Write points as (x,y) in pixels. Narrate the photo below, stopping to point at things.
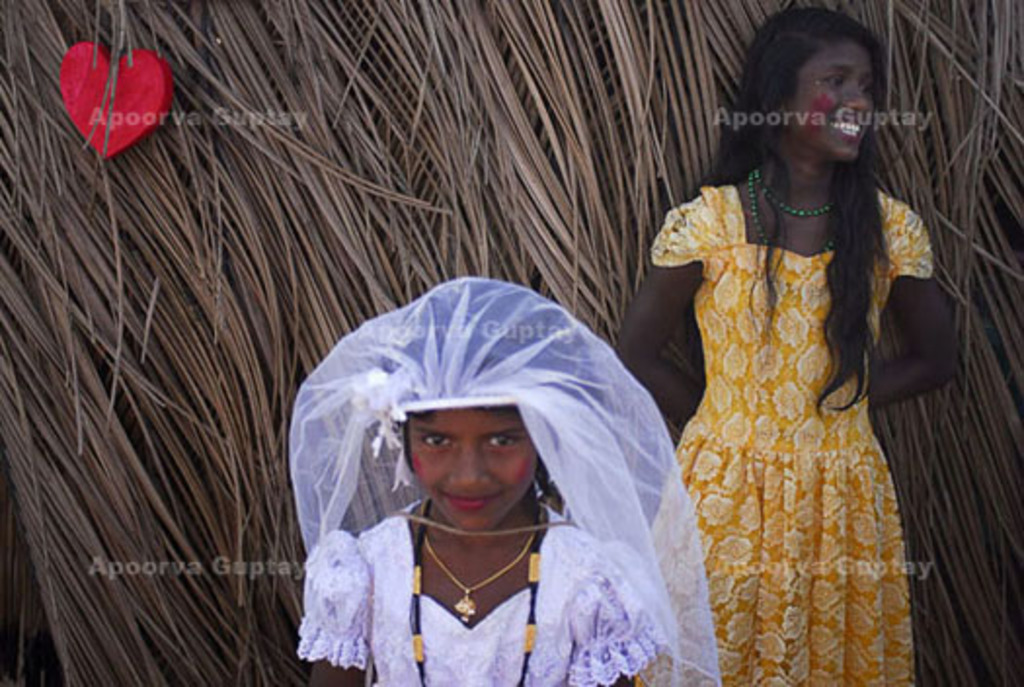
In this image, there are a few people (436,299). In the background (416,231), we can see some dried coconut leaves (285,114) with an object (94,106).
